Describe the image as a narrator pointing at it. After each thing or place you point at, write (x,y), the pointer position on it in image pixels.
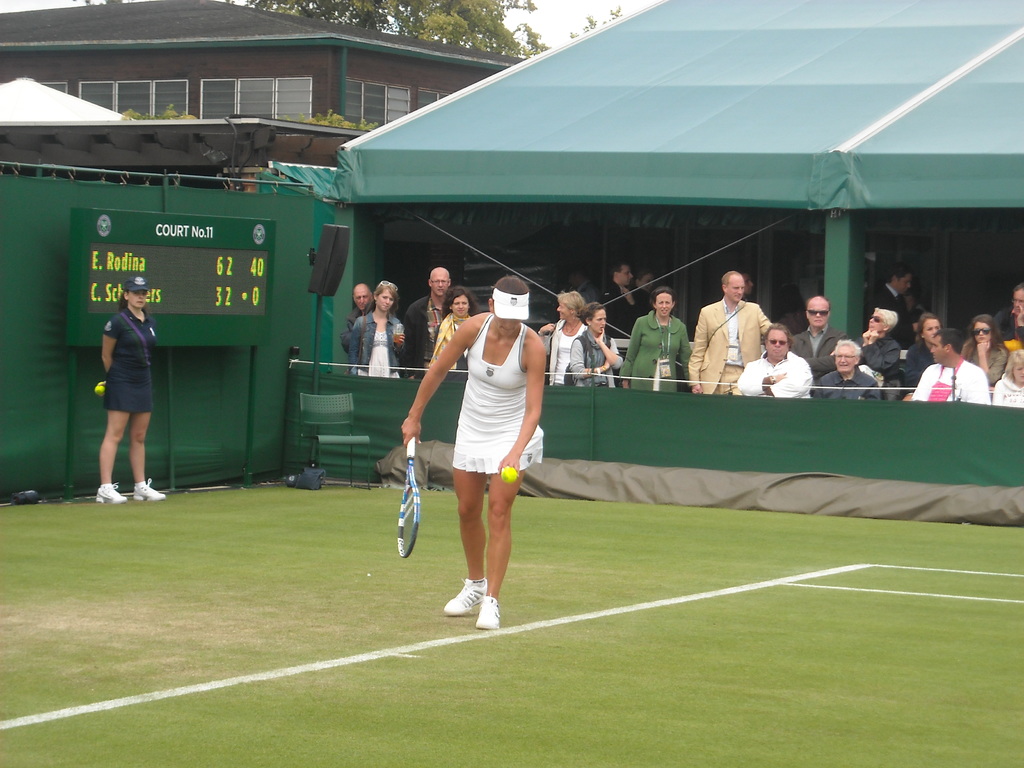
a person (467,379) is standing wearing a white dress (502,401), white cap (511,301) and white shoes (454,608), holding a racket (403,513) and a tennis ball (509,472) in her hand (510,473). she is standing in the tennis court (292,650). behind her at the left (133,353) a person (133,350) is wearing a black dress (133,331) and standing. behind her there is a green and black screen (173,274) on which scores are written. behind that there is a green curtain (48,390). at the right (775,362) there is a green tent (835,140) and people (855,345) are standing behind the green fencing (589,430) and watching the game. at the left (302,44) back there is a building (177,75) and behind that there are trees (425,32).
